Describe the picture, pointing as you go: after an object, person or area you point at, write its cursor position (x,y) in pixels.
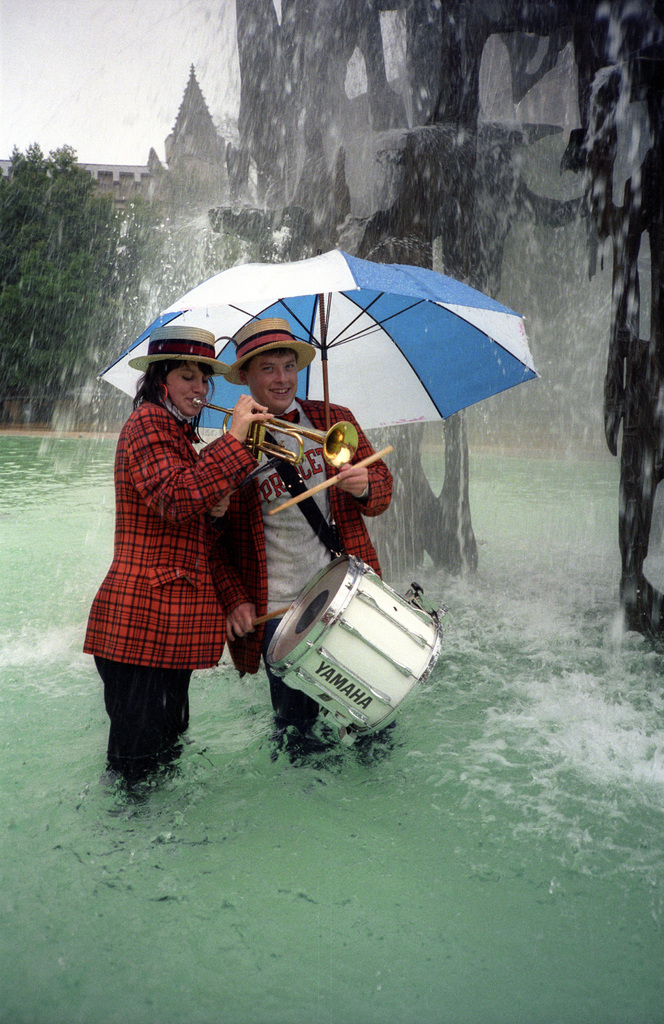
In the center of the image (232,469) we can see two persons (308,521) wearing dresses (322,452) and hats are standing in water (270,782). One woman (162,390) is holding a trumpet (263,437) with her hand (241,437). One person (328,525) is holding sticks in his hand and wearing a drum (335,632). In the background (33,250), we can see an umbrella (488,355), a fountain (262,230), a tree (71,228), group of buildings (109,166) and the sky (134,110).
